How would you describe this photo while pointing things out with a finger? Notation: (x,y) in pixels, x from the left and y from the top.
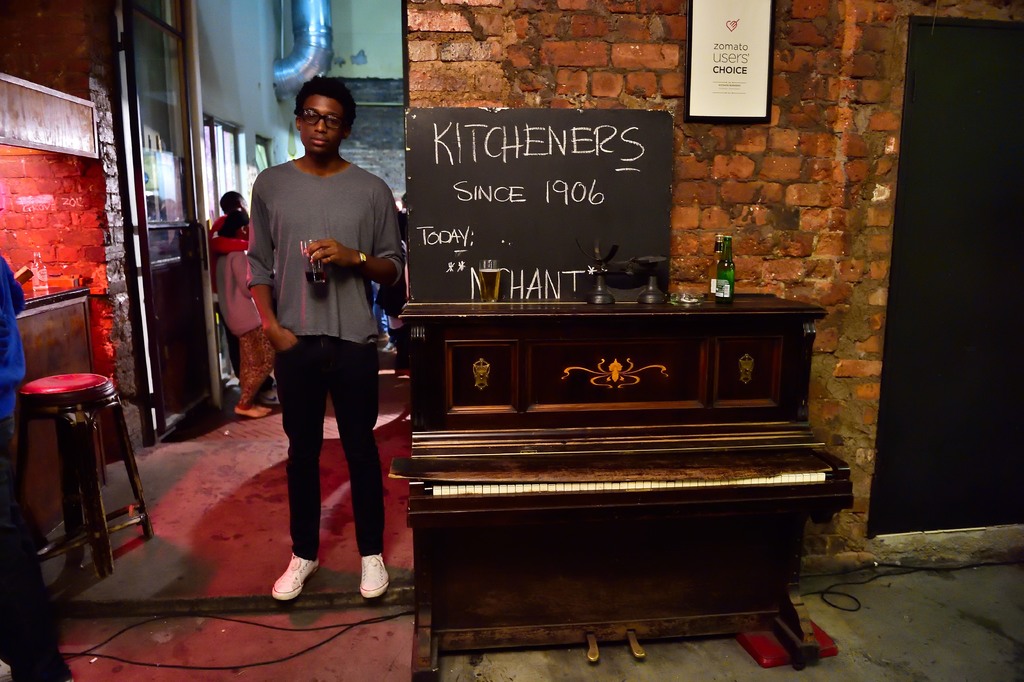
In this image i can see a person (321,158) holding a glass (312,267) and he is wearing a white color shoes (302,571) standing on the middle (360,350) on the left side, there is a wall (588,45) visible on the right side (751,43) and there is a photo frame (717,79) attached to the wall (704,190) and there is a piano (519,317) kept on the right side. And there is a bottle (730,263) and there is a board (453,261) kept on that on the board (446,191) and there is a some text (514,180) written on that, on the left side (65,354) I can see a table (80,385) and there are some persons (222,268) standing on the floor (225,440).
